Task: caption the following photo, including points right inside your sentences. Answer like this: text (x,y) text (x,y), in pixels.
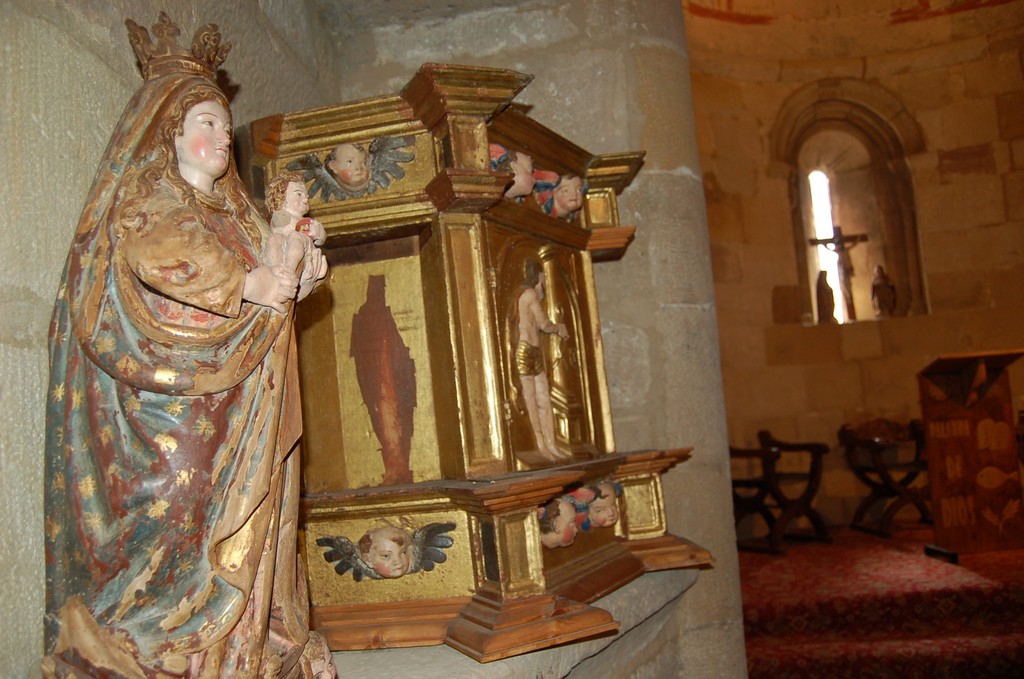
In the foreground of the image (148,285) there is a statue (207,332). Beside it there is a wooden object (406,408). To the left side of the image (119,44) there is wall (64,68). In the background of the image (895,438) there are chairs (758,448), wall (880,403) and there are some objects (828,300) in window (826,260).
